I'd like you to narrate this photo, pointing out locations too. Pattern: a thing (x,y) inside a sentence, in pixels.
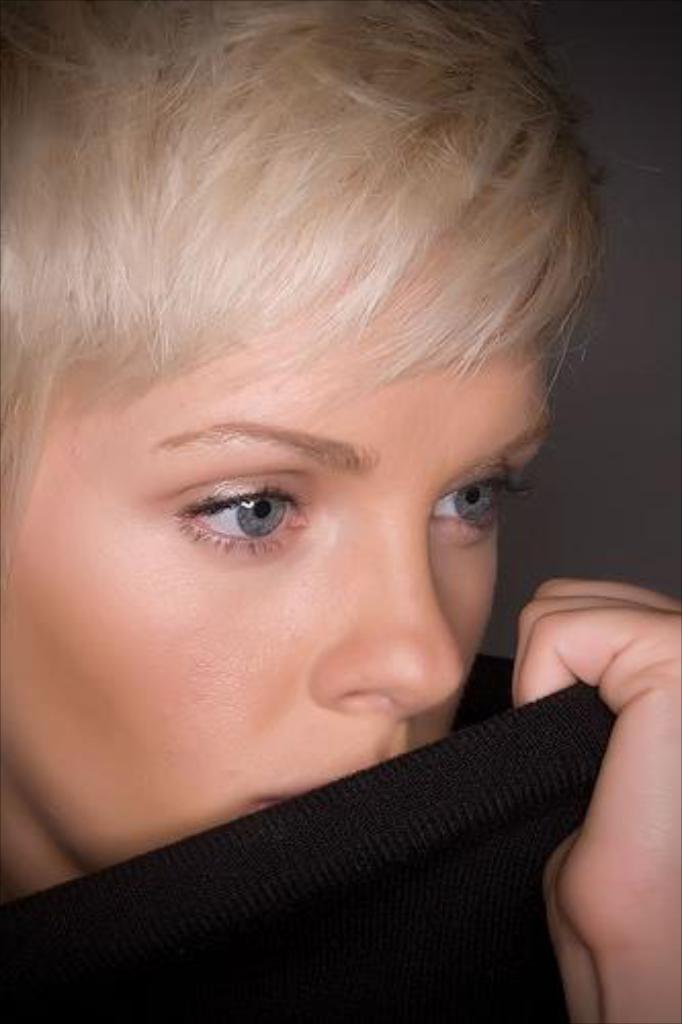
In this image there is a person (643,687) holding a black color cloth (324,792), and there is grey color background (664,28).
